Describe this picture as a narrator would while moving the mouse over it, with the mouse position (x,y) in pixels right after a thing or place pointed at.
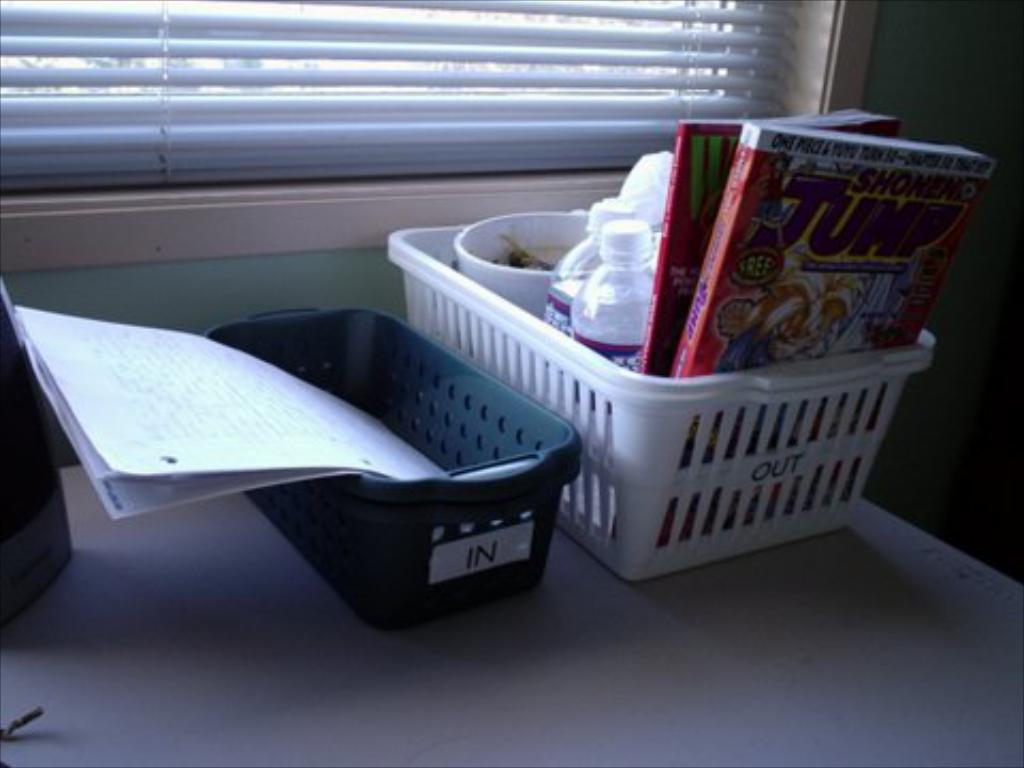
In the picture we can see a table (371,692) which is white in color and on it we can see a basket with some books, and water bottles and beside it we can see another basket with some papers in it and behind it we can see a wall (1014,148) with a window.
